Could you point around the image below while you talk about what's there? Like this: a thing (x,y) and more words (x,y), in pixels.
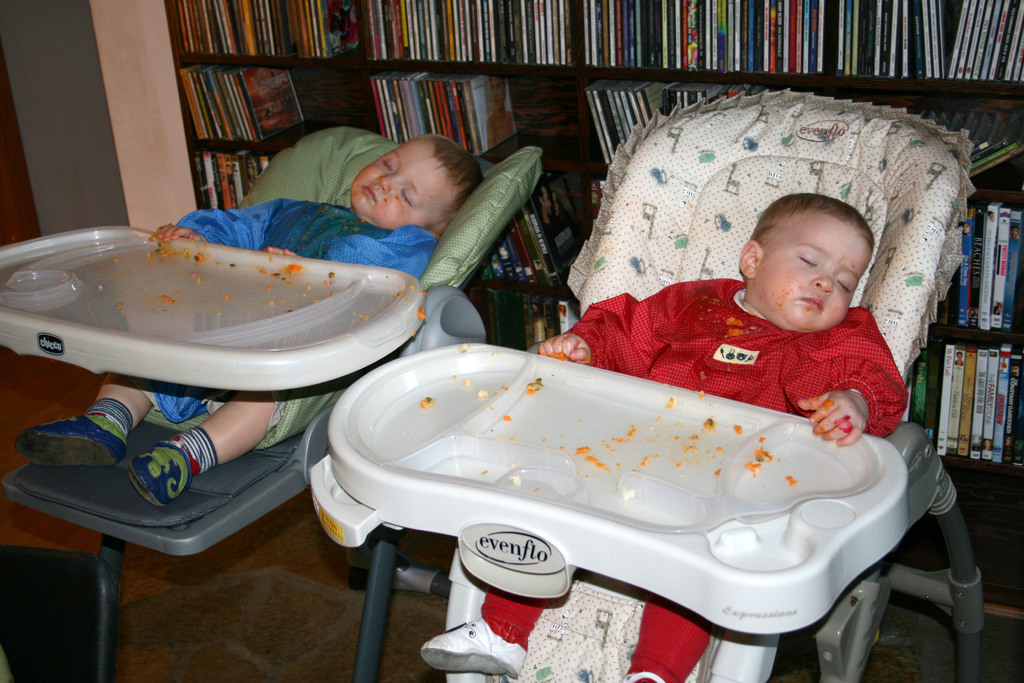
In this image we can see two babies (344,243) are sleeping on high chairs (645,269), One is wearing red color dress (692,333) and the other one is wearing blue color dress (307,230). Behind them book rack (520,87) is present.
